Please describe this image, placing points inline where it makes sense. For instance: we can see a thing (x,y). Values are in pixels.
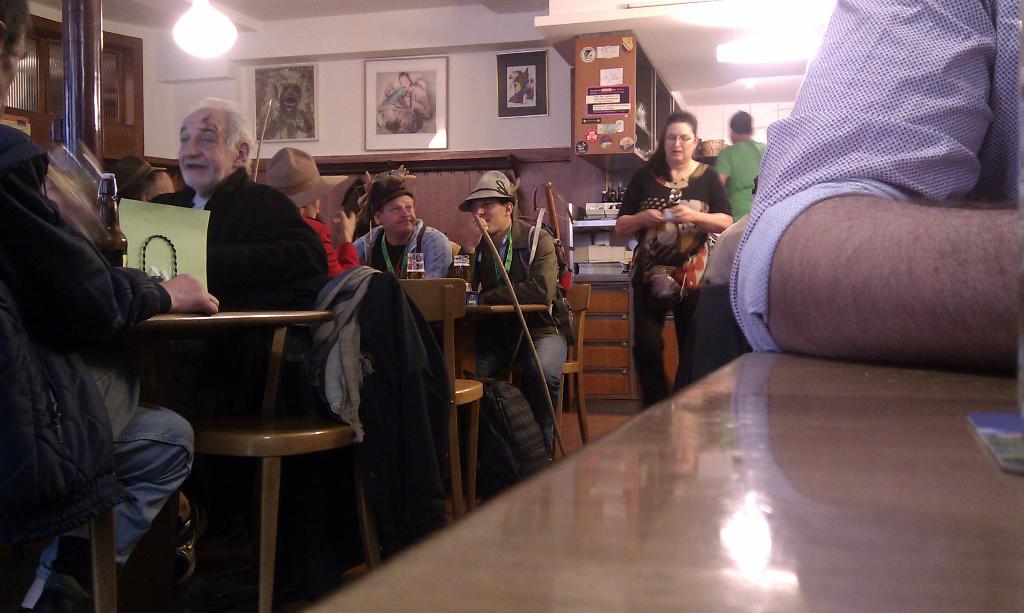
In this picture we can see some persons (348,232) sitting on chair (450,321) and in front of them there is table (214,320) and some are walking and some are standing and in background (518,62) we can see frames (526,62), cupboards (652,87), light (204,30), pillar (89,7).
